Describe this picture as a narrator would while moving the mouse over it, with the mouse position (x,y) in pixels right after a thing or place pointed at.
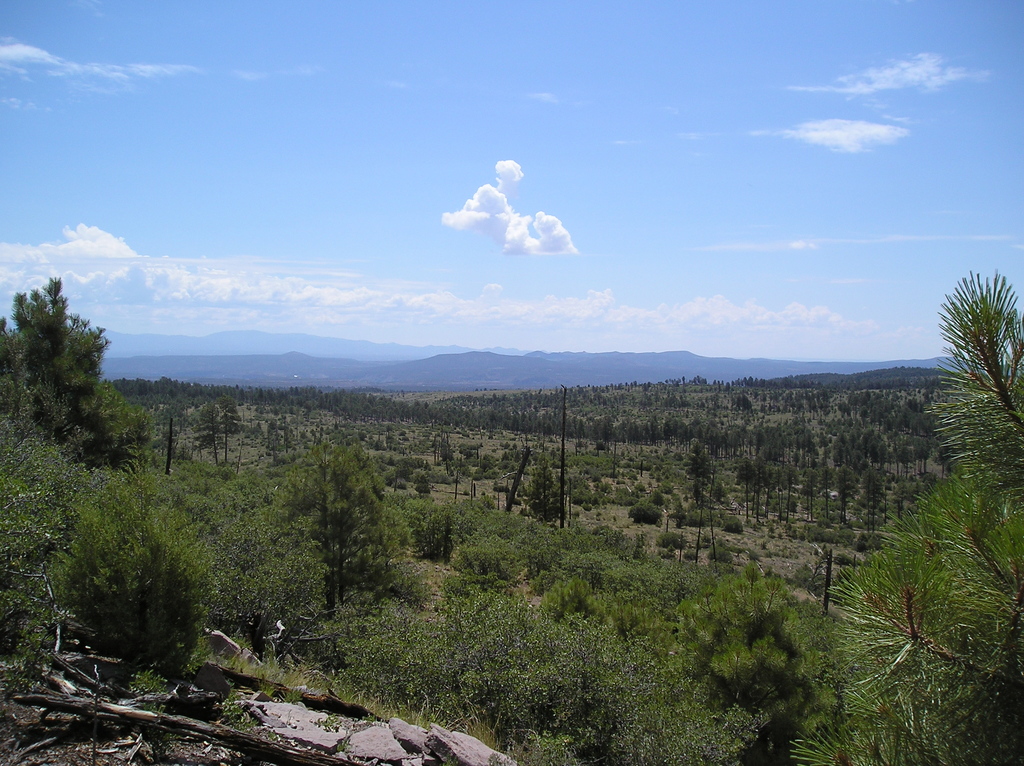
In this picture we can see few trees (568,598), poles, hills (353,382) and clouds (497,201).
